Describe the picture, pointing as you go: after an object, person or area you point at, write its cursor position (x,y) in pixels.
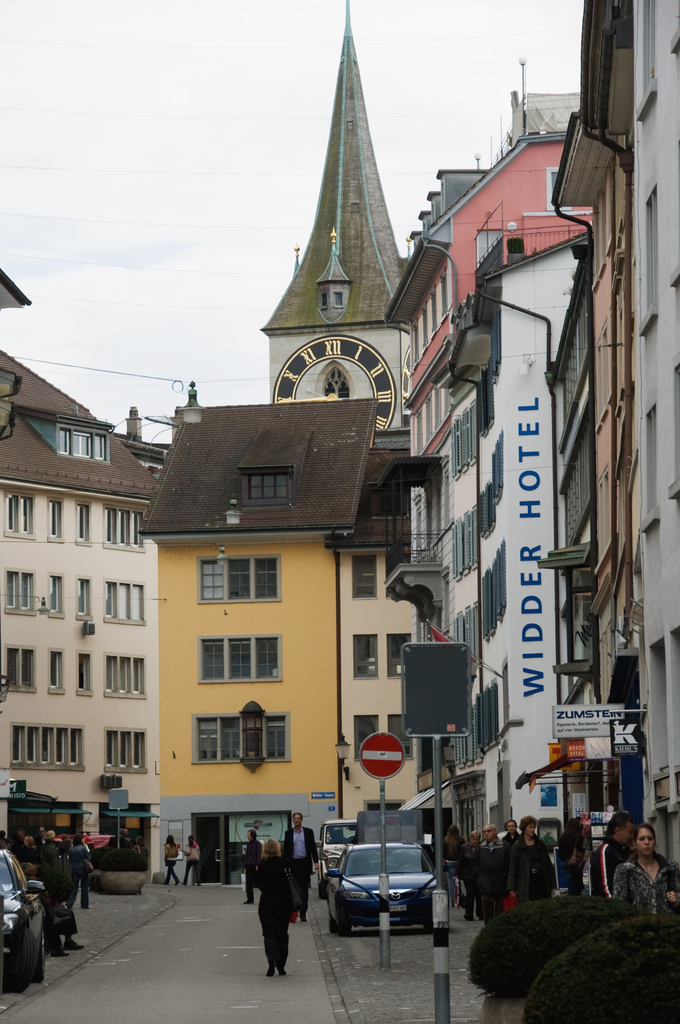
In the image we can see there are buildings (328,401) and there are people (265,903) standing on the footpath (91,895). There are cars (346,889) parked on the road (319,940).
